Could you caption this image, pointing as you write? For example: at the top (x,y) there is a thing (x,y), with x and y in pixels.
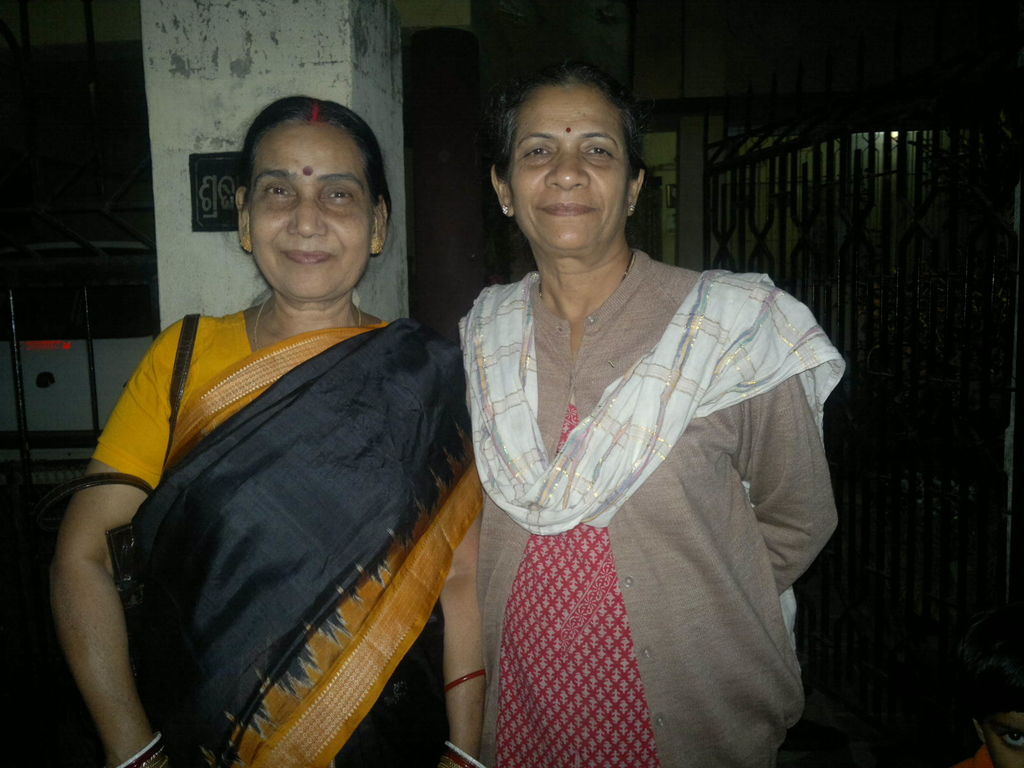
Here we can see two women (637,425) and they are smiling. In the background (233,273) we can see a pillar (173,102), board (223,187), and a grill (901,618).
